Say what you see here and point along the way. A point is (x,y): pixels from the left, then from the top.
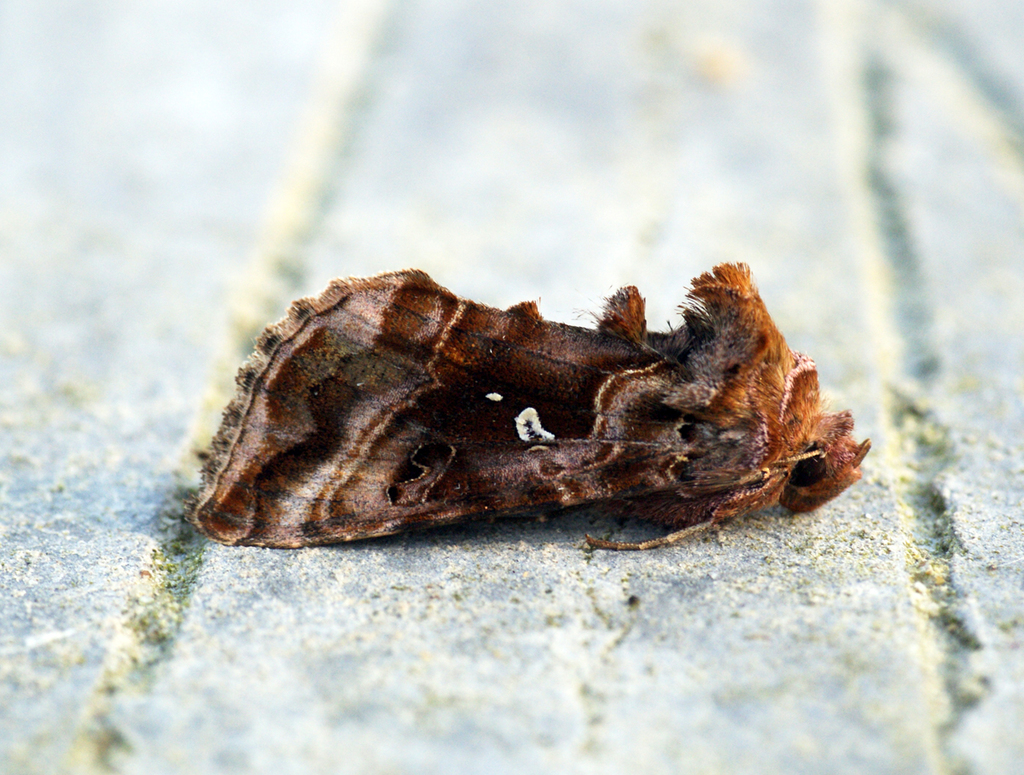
In this image we can see a moth (476,412) on a surface (483,603). In the back (640,217) it is blurry.
